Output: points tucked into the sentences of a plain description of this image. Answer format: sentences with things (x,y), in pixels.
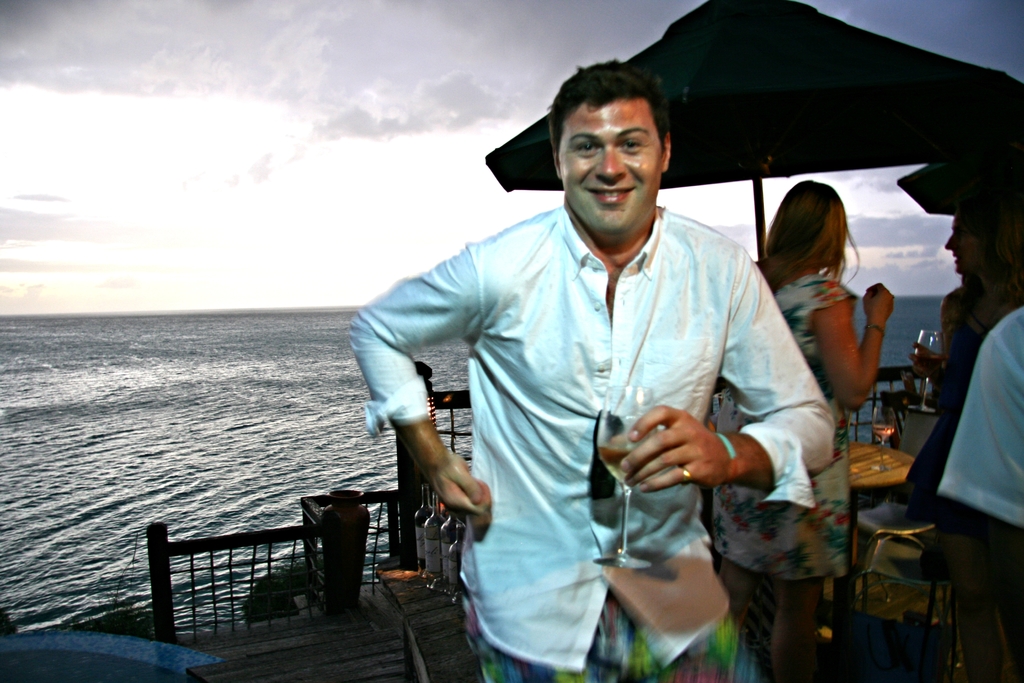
In this image I can see a person (634,535) is standing and holding a glass (634,412) in his hand (655,454). In the background (388,483) I can see few other person's (845,382), a tent (870,38), few bottles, the water (325,453) and the sky (199,163).
